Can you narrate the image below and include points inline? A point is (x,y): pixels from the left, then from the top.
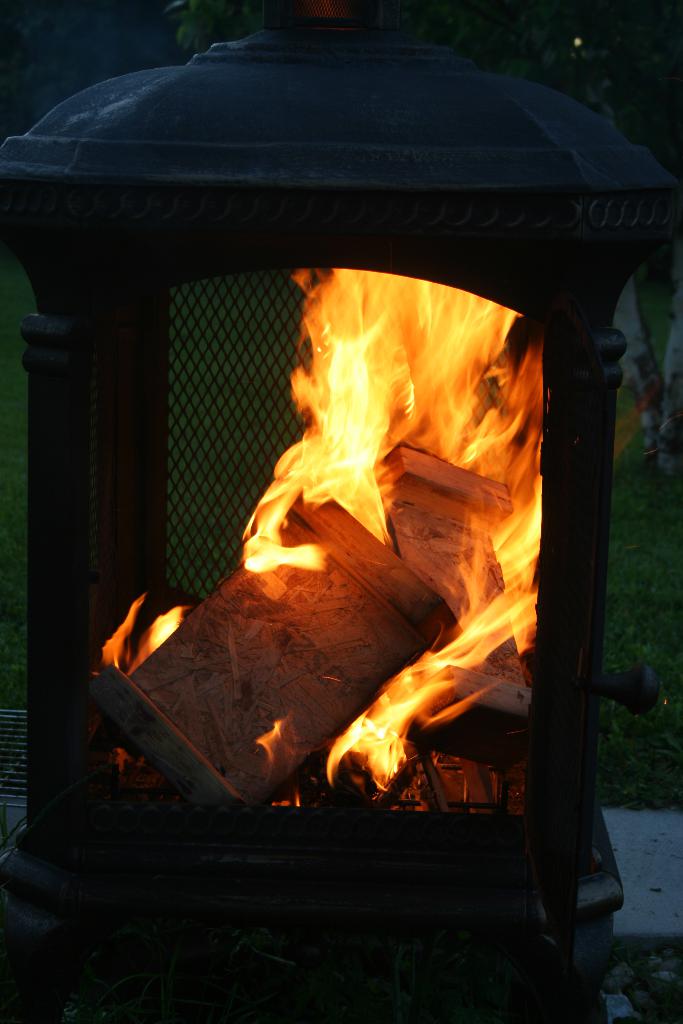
In this picture there is a fireplace (377,869). In the center of the picture (318,569) there are wooden logs (334,514) and flame (489,339). In the background (652,574) there are trees (652,378) and grass (627,603).
